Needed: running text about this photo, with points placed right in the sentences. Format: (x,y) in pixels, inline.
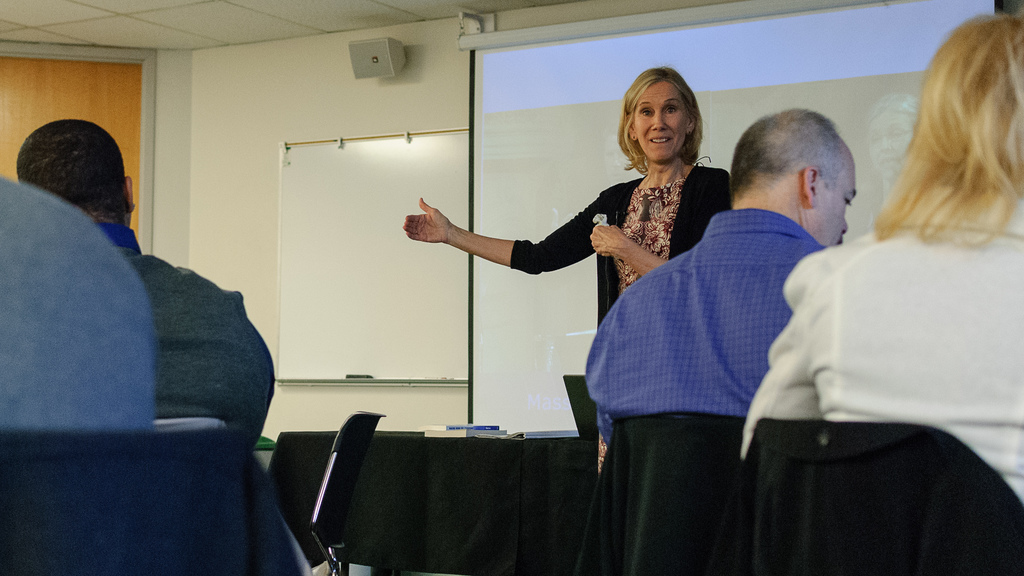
In this picture there is a woman (615,198) who is standing. There are group of people (818,360) who are sitting on the chair (346,477). There is a screen (494,422). There is a whiteboard (374,213) on the wall (240,195).
